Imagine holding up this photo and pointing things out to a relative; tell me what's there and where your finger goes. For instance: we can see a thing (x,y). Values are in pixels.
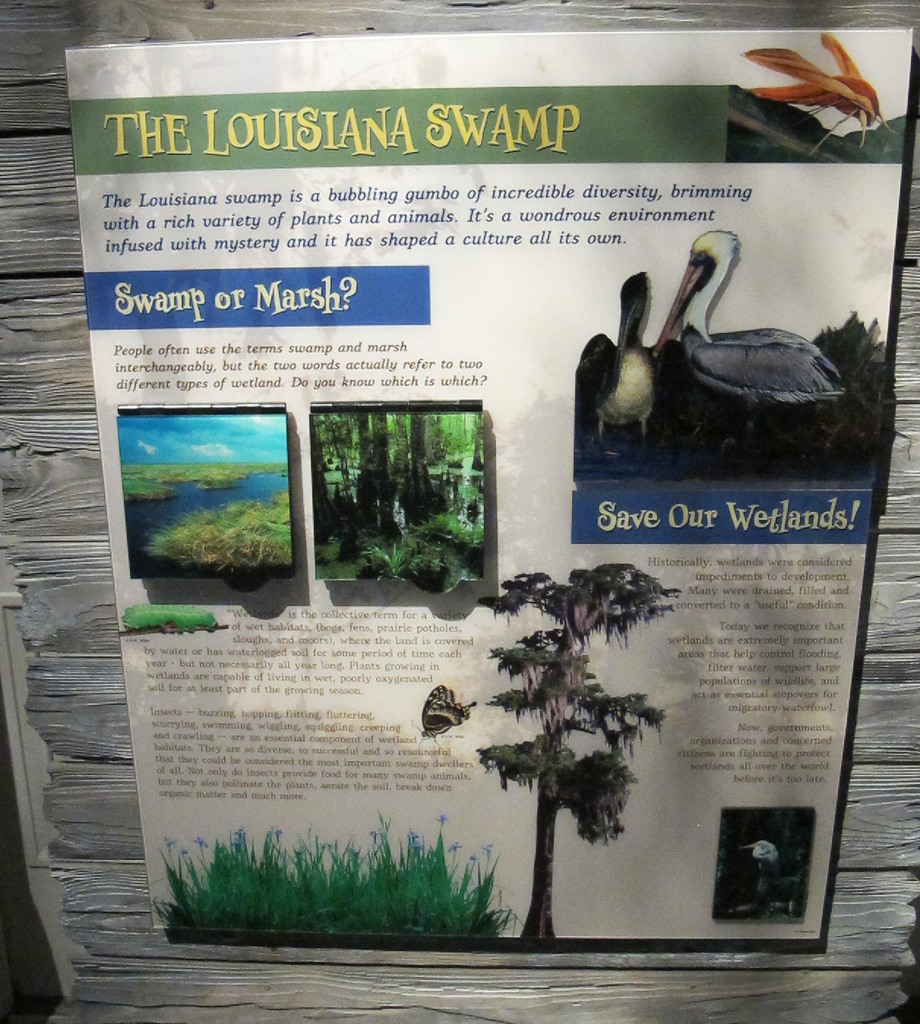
In this picture I can observe a paper (407,652) stuck to the wall (28,647). In the paper (700,313) I can observe birds (669,326), trees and some grass (344,897). I can observe some text (268,631) in the paper (337,638).
